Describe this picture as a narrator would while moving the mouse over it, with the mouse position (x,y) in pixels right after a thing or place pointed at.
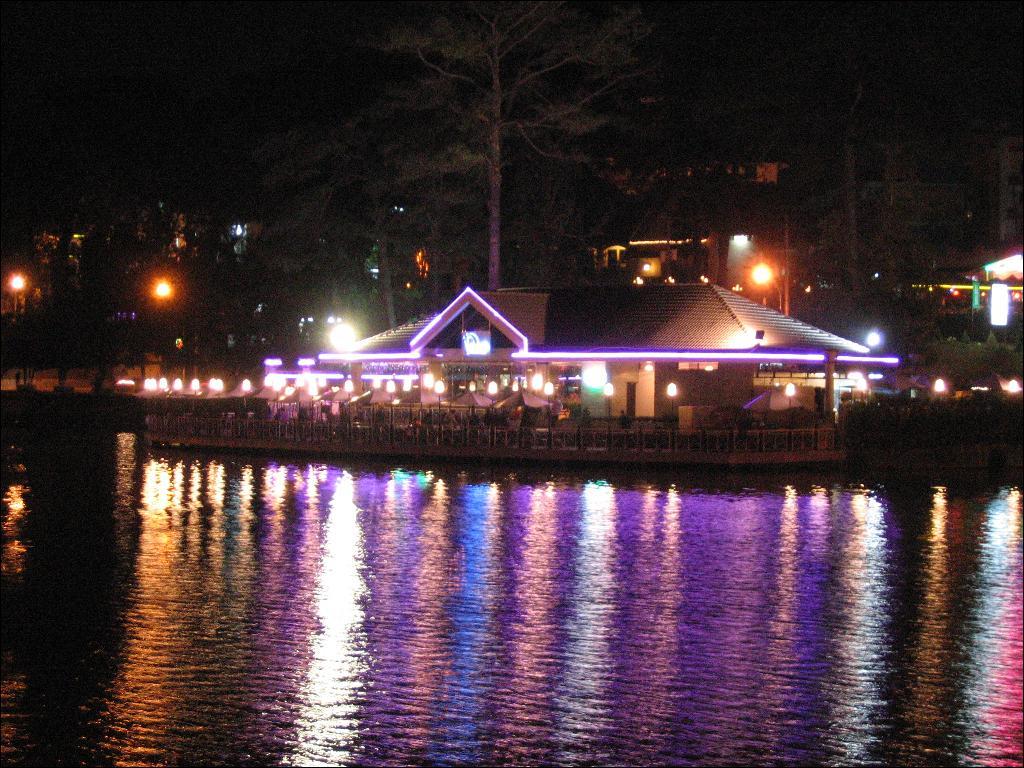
In this image we can see houses (445,323) and lights (1005,310). And we can see plants (981,372), trees (1017,339), at the bottom (885,626) we can see water (200,482), we can see dark background (534,260).
